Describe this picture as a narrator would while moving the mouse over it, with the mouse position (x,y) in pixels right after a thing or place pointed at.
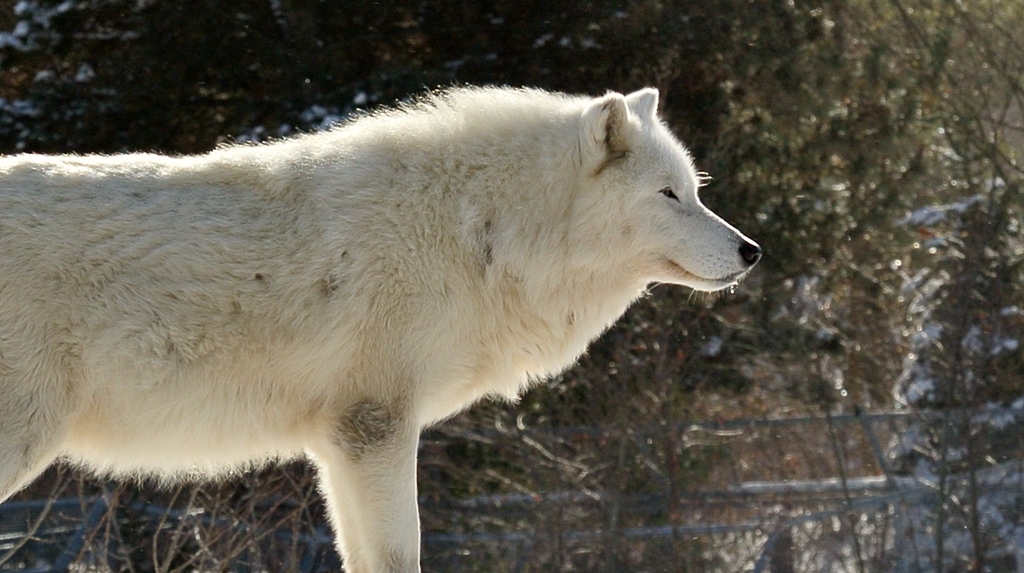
In this picture I can see a white wolf (400,135), and in the background (733,76) there are trees (804,80).
